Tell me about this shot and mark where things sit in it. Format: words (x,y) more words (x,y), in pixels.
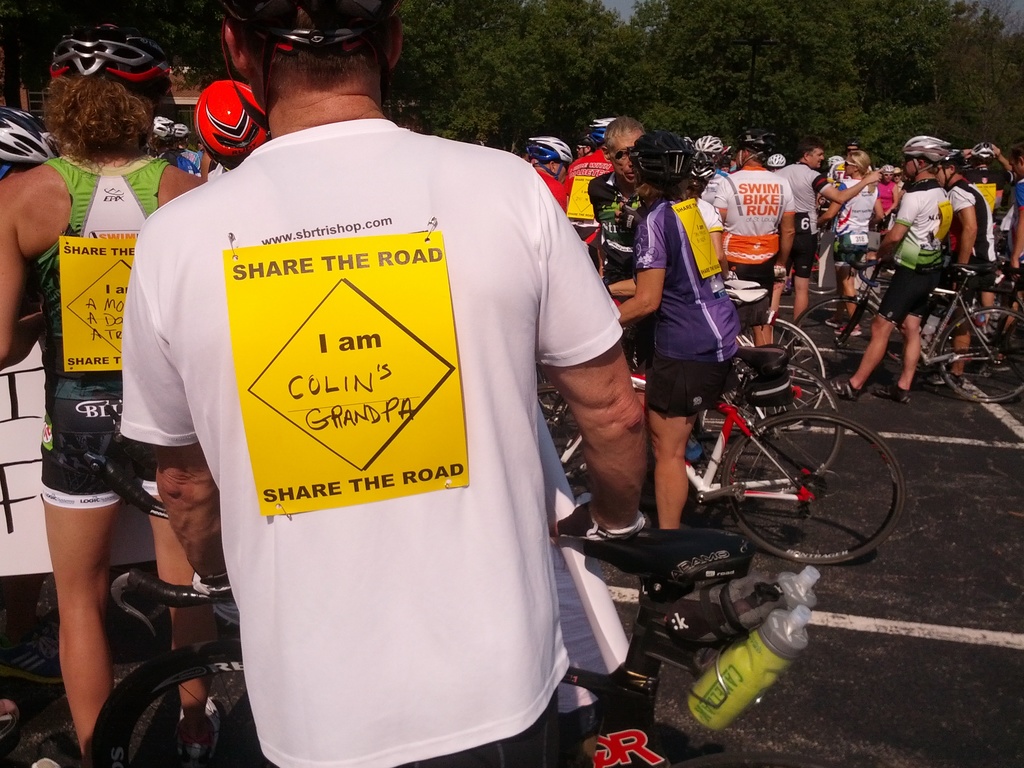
In this image, we can see some persons (615,251) and bicycles (743,531). There are trees (509,64) at the top of the image (697,25).
